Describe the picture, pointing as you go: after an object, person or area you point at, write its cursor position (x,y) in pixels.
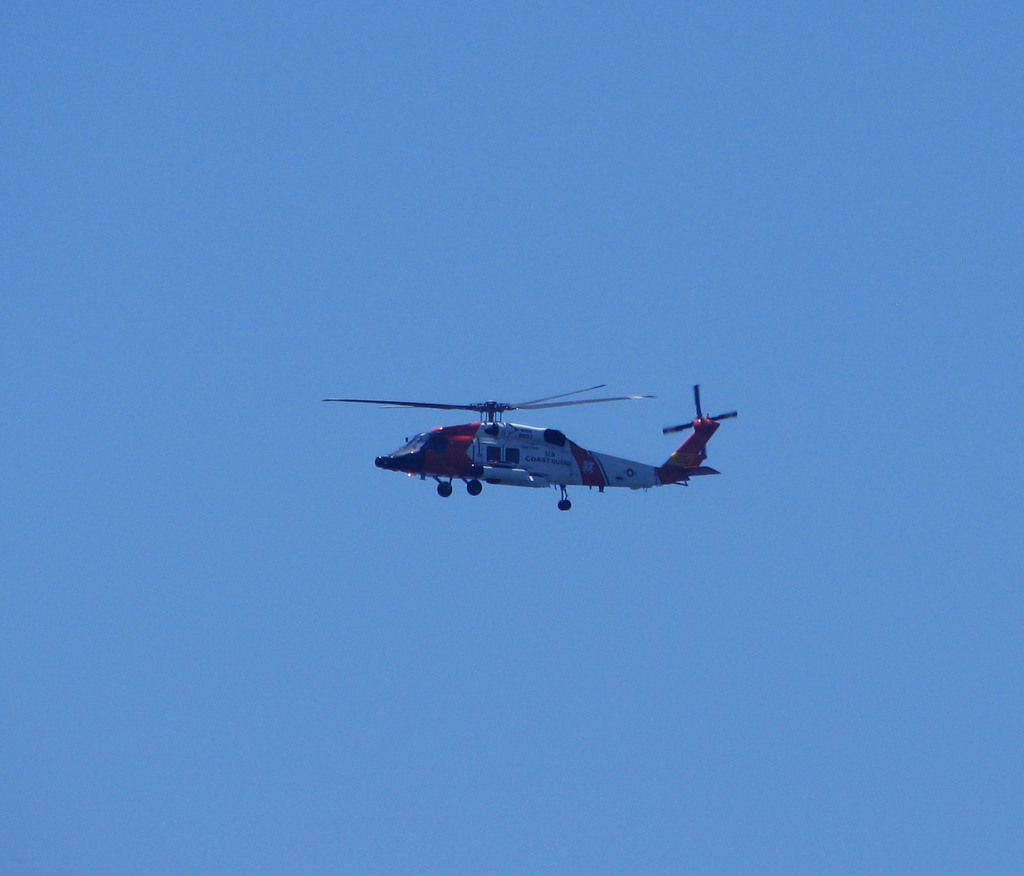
In this image we can see a helicopter (500,446) flying in the sky (712,499).
